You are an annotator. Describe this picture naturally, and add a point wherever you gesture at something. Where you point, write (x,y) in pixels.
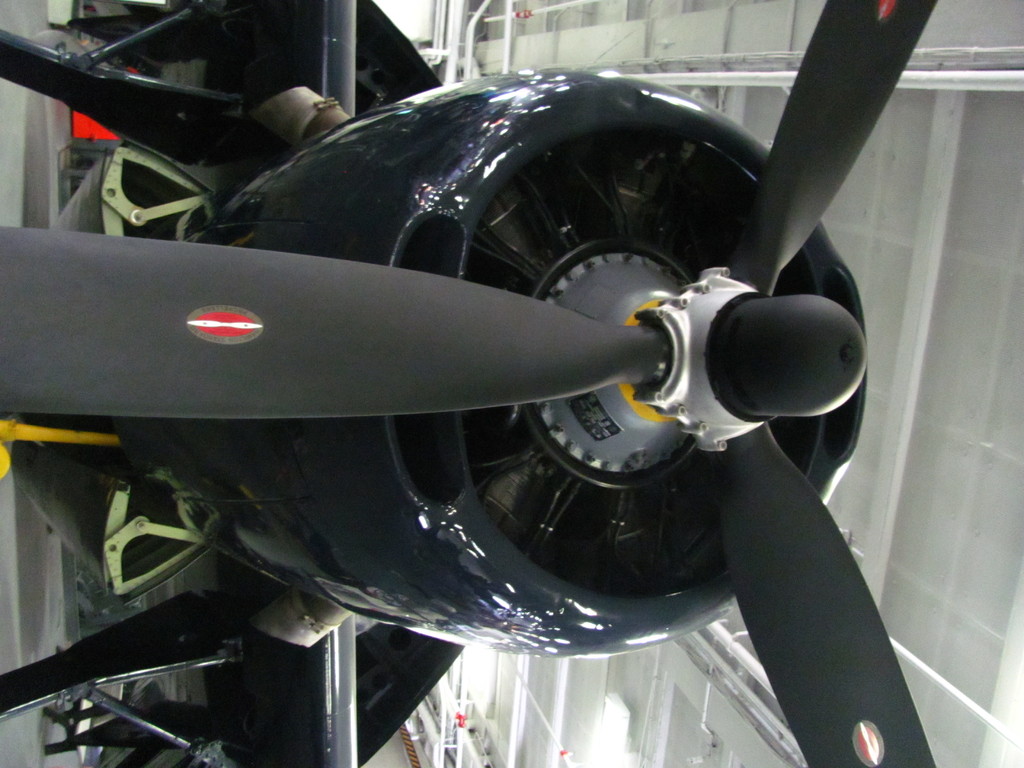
In this picture we can see a propeller engine (536,244) and in the background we can see some objects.
